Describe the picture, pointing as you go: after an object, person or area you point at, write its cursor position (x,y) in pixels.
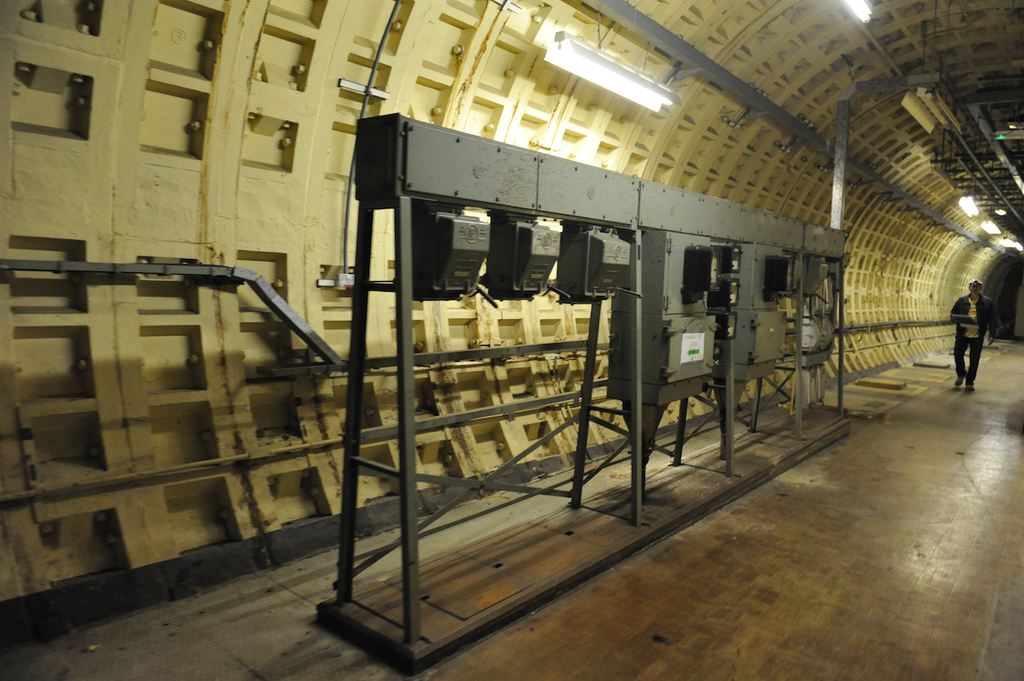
In the image we can see there is a cave (938,7) in which there is an electrical machine (676,274) kept and there are tube lights (640,98) on the roof (983,63). Behind there is a person (960,347) standing and he is holding book (971,317) in his hand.
